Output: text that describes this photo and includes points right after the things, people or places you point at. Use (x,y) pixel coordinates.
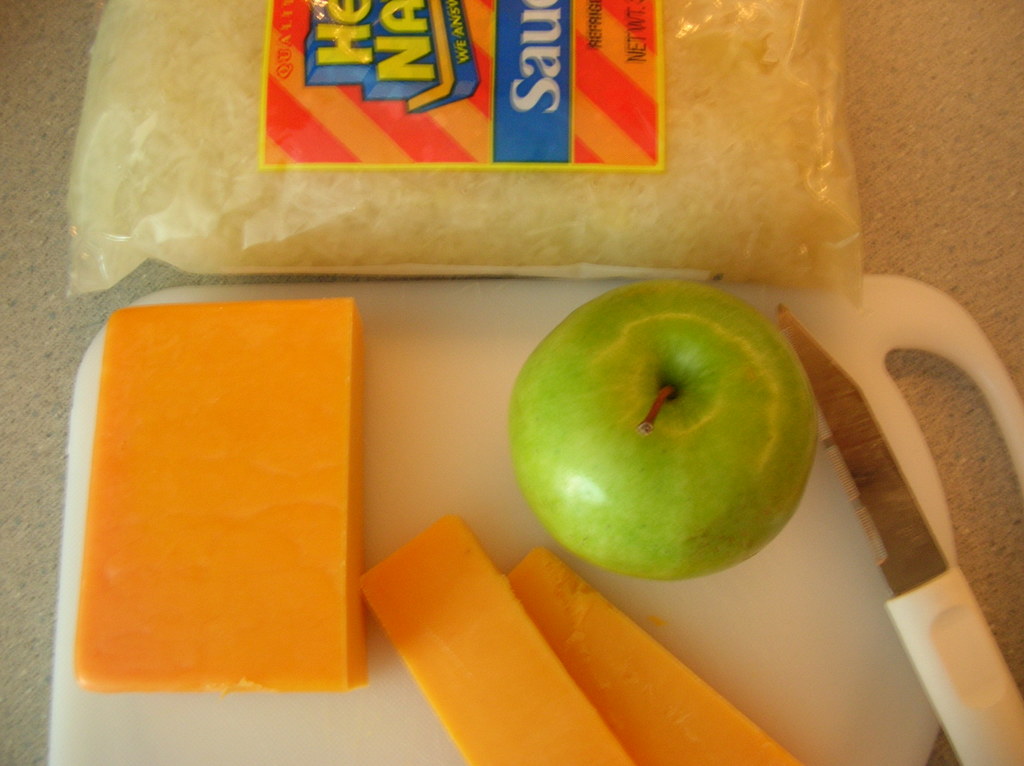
In this image I see the white color board (426,420) on which there is a green apple (613,419) and I see orange color things (231,528) over here and I see a knife (900,563) over here and I see the cover (484,181) on which there is a sticker (422,45) and I see words (407,16) written on it.
